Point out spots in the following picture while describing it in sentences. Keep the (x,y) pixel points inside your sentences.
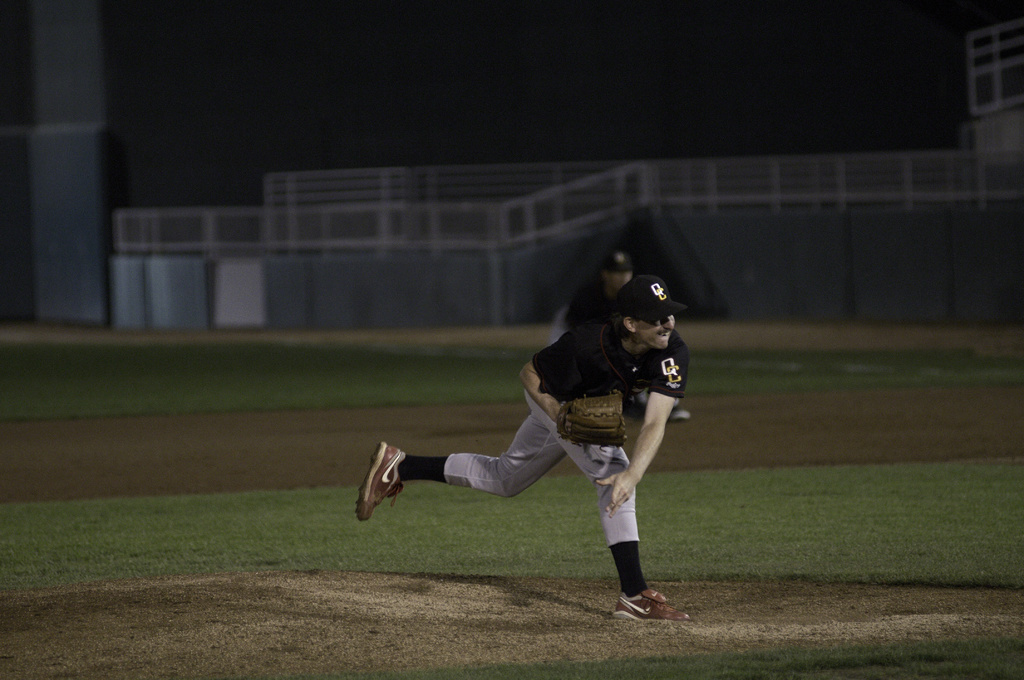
There is a person (568,387) wearing gloves (585,398) and cap (644,297) is playing baseball. In the back (589,297) there is another person (611,287). On the ground (341,499) there is grassland (777,551). In the back (756,242) there's a wall (349,254) with railings (603,216).
